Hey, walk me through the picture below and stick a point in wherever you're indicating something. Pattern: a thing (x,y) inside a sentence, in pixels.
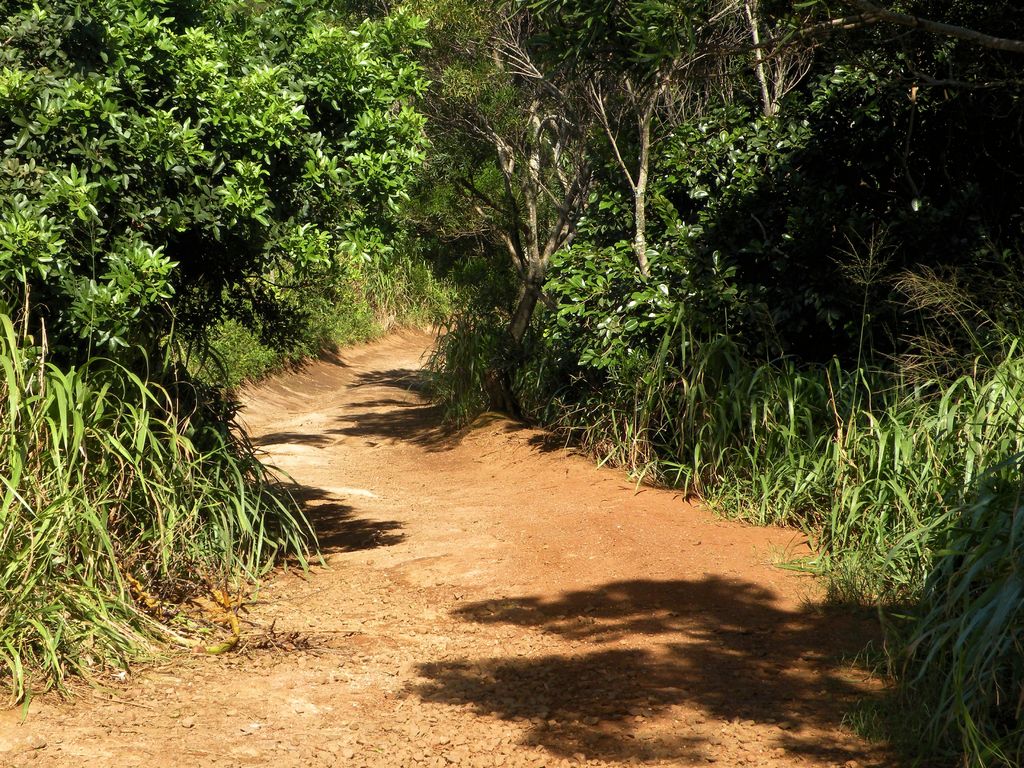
In this picture I can see a path (623,519), there are plants (327,177) and trees (589,147).
